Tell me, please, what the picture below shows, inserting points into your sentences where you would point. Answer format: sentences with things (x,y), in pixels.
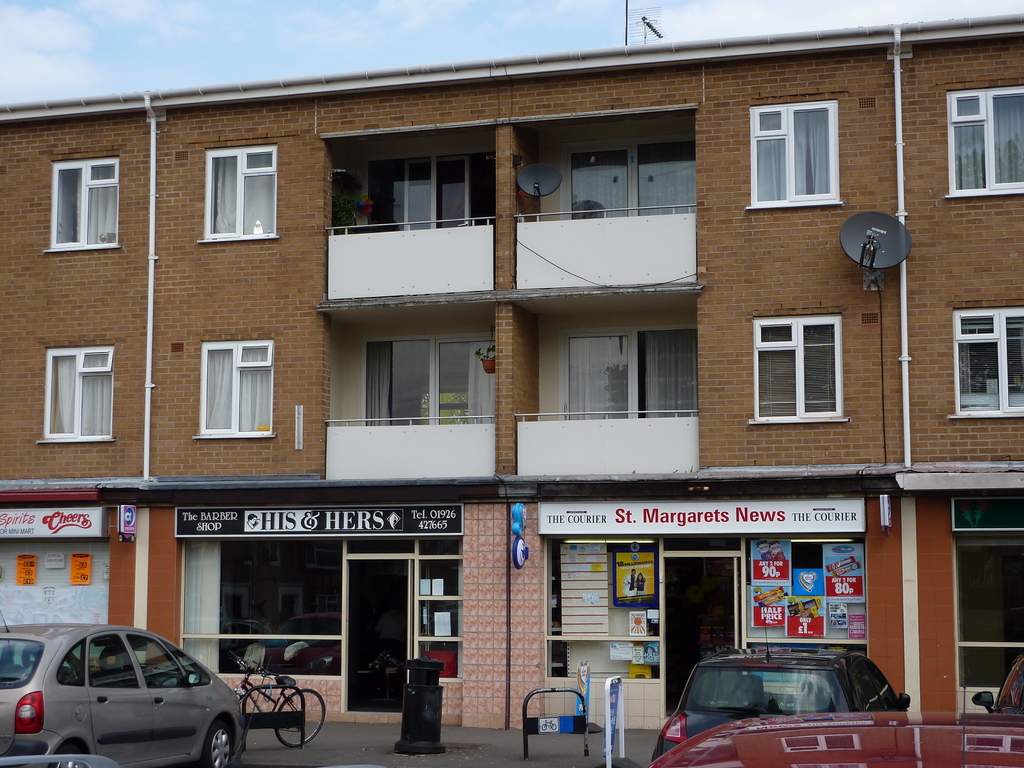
At the bottom (137,713) there are cars (153,699), bicycle (312,738), dustbin (426,713), board (564,728) and road (379,730). In the middle (398,294) we can see buildings (449,283). At the top (342,37) there is sky (262,38).
